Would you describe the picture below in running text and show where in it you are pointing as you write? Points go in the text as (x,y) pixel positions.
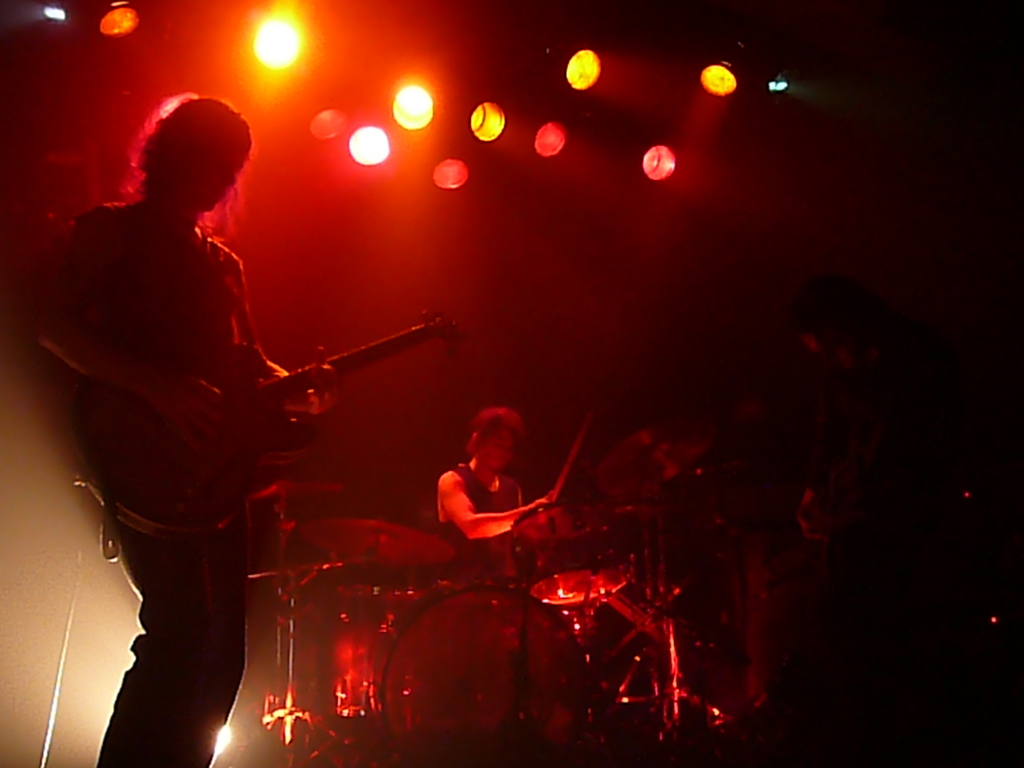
In this picture we can see some people (823,443), musical instruments (425,556), lights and a man (185,157) holding a guitar (136,443) with his hands (319,386) and in the background (305,341) it is dark.
